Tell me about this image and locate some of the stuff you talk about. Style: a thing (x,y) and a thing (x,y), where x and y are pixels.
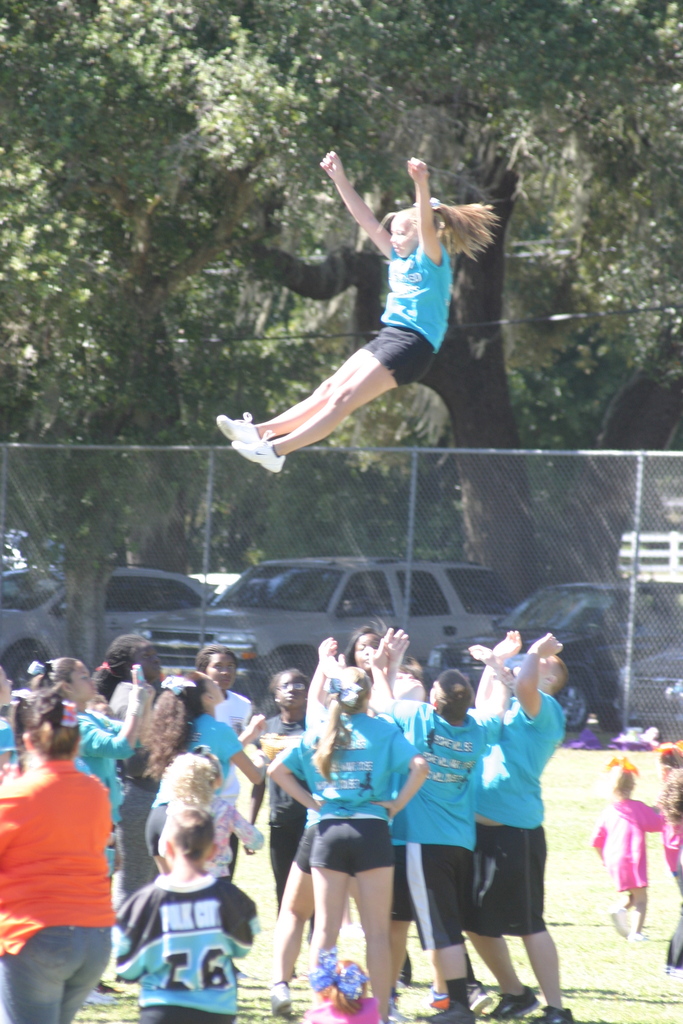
In this image we can see the vehicles (304,586), trees (177,539). And we can see the metal fence (619,586). And we can see the grass (589,959). And we can see a few girls (237,766) standing. And finally we can see one girl (408,272) in the air.
